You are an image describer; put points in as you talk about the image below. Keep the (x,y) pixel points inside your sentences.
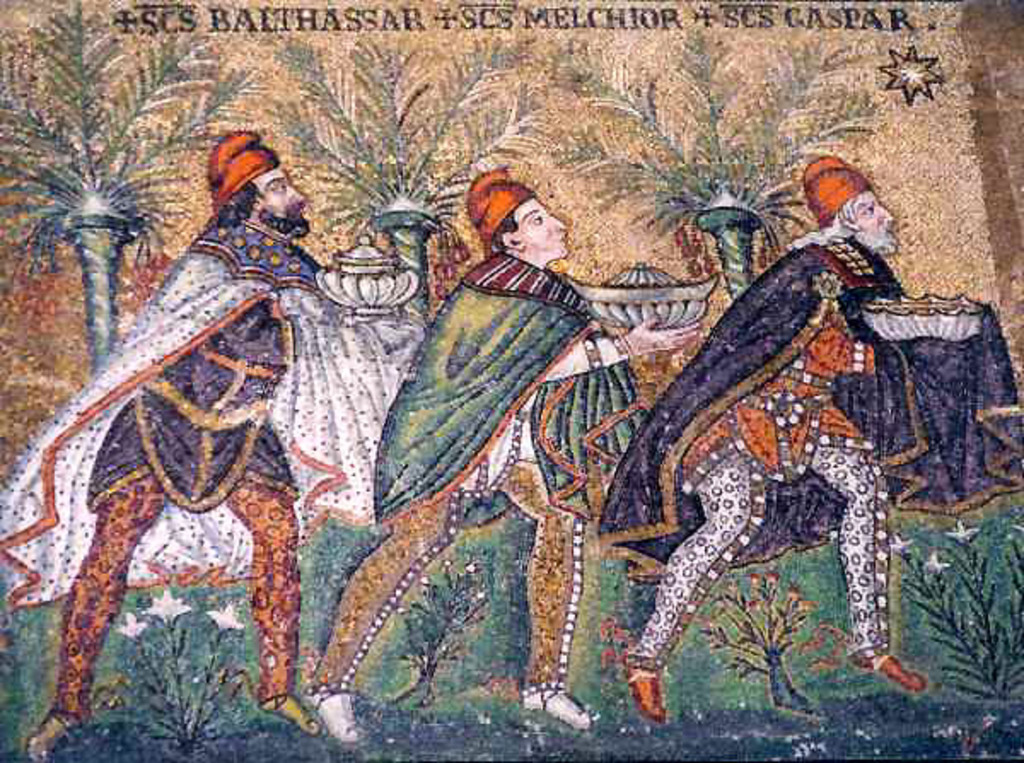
In the picture I can see three persons (450,482) standing and holding an object (691,313) in their hands (653,346) and there are few plants (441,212) and trees (419,228) beside them and there is something written above them.
